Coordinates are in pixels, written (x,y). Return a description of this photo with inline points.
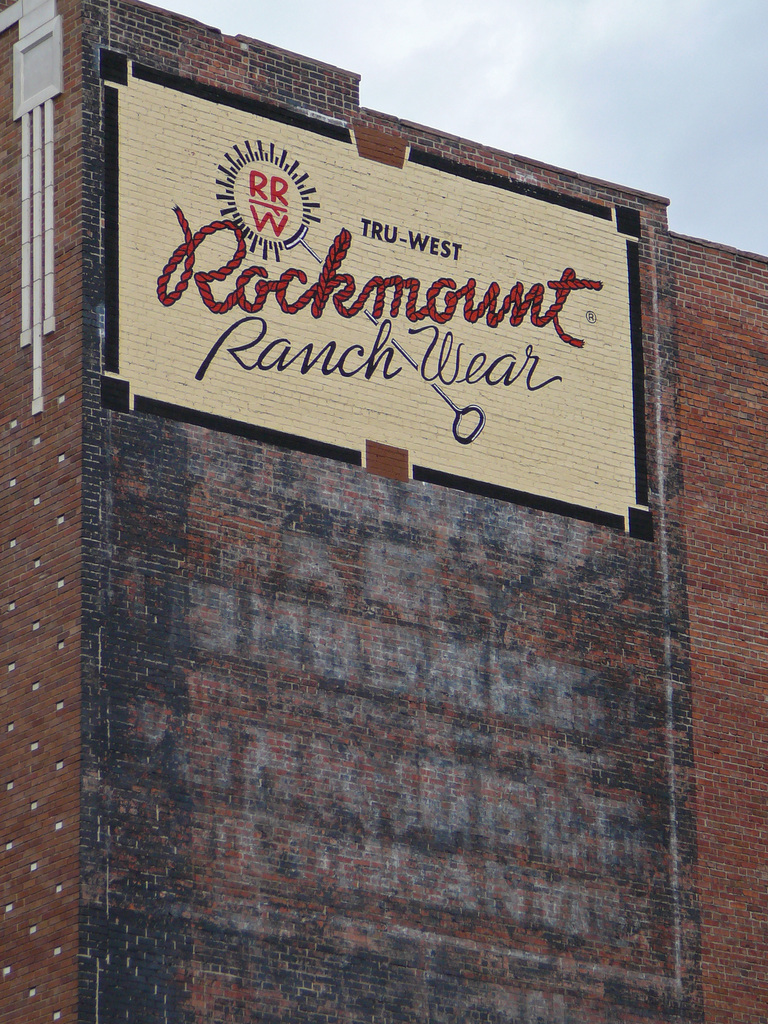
At the top of this image (281,235), there is a painting (436,423) on a brick wall (196,167). In the background (742,242), there are clouds (539,112).
